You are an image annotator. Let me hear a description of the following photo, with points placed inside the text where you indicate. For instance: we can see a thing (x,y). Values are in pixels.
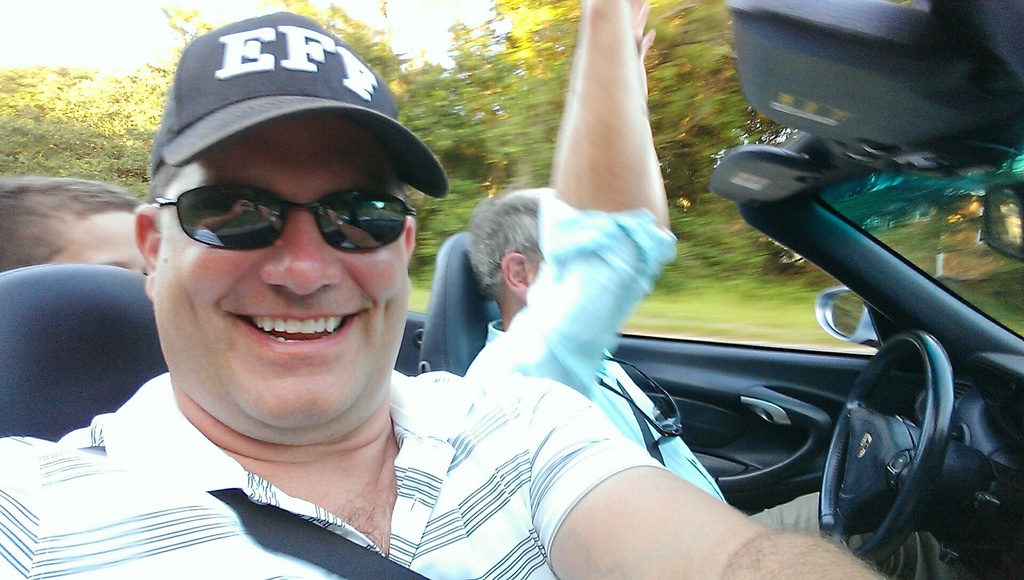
In this image I can see people (342,423) are sitting in a car (277,529). This man (300,352) is wearing a cap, black color shades (263,213) and a t-shirt (405,450). In the background (405,83) I can see trees (402,104).
